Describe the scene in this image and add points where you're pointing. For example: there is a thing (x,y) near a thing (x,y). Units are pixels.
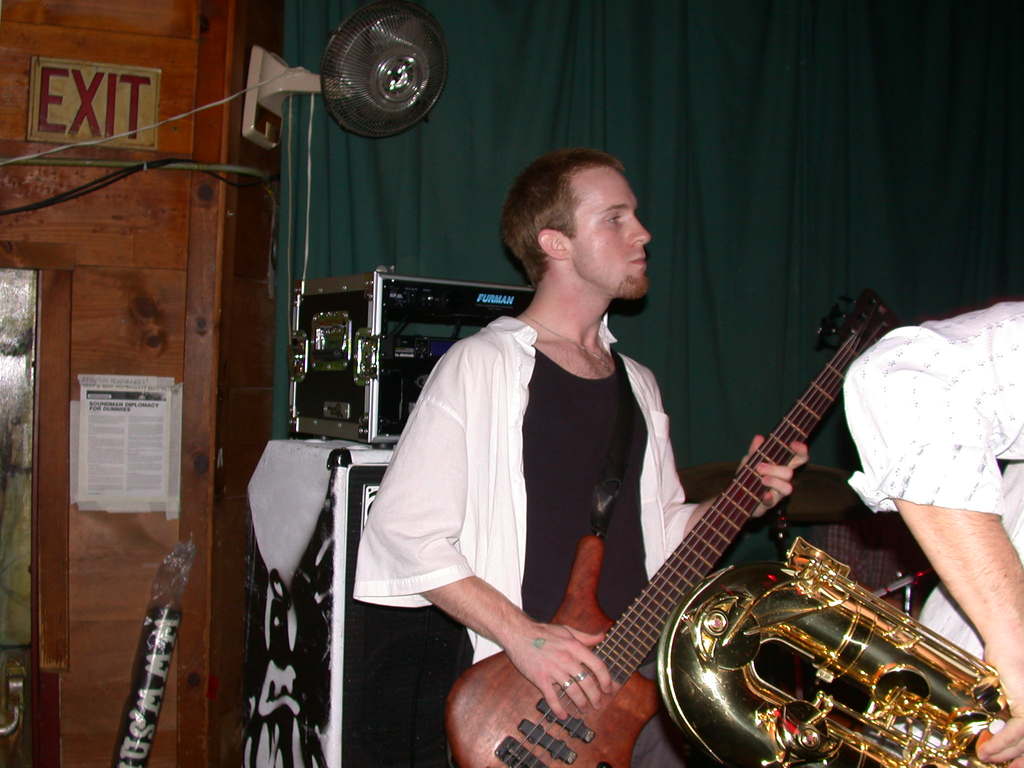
This picture seems to be clicked inside the room (22,537). In the foreground (589,563) we can see the two people (625,369) standing and seems to be playing the musical instruments (620,656). In the background (476,105) we can see the curtain (691,40), wall mounted table fan (348,88), speaker (349,513) and some other items (429,371) and we can see a person like thing (878,530).
